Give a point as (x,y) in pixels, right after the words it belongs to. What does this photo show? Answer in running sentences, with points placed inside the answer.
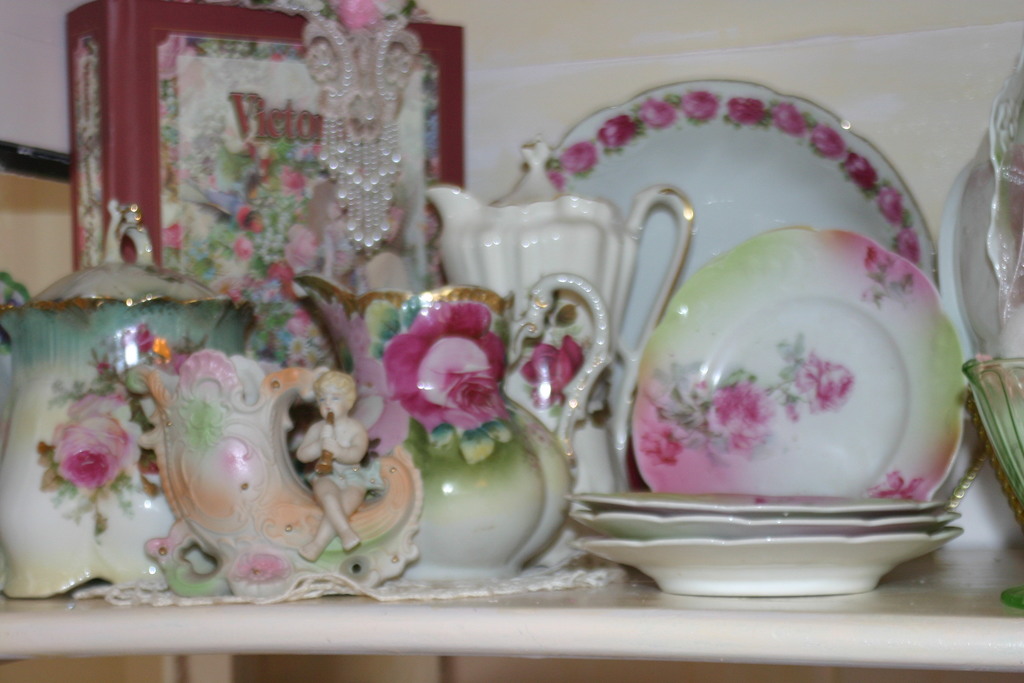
In the picture I can see ceramic kettles (465,356), jars (18,406), plates (768,462) and few more objects (1009,257) are placed on white color surface (491,618).
